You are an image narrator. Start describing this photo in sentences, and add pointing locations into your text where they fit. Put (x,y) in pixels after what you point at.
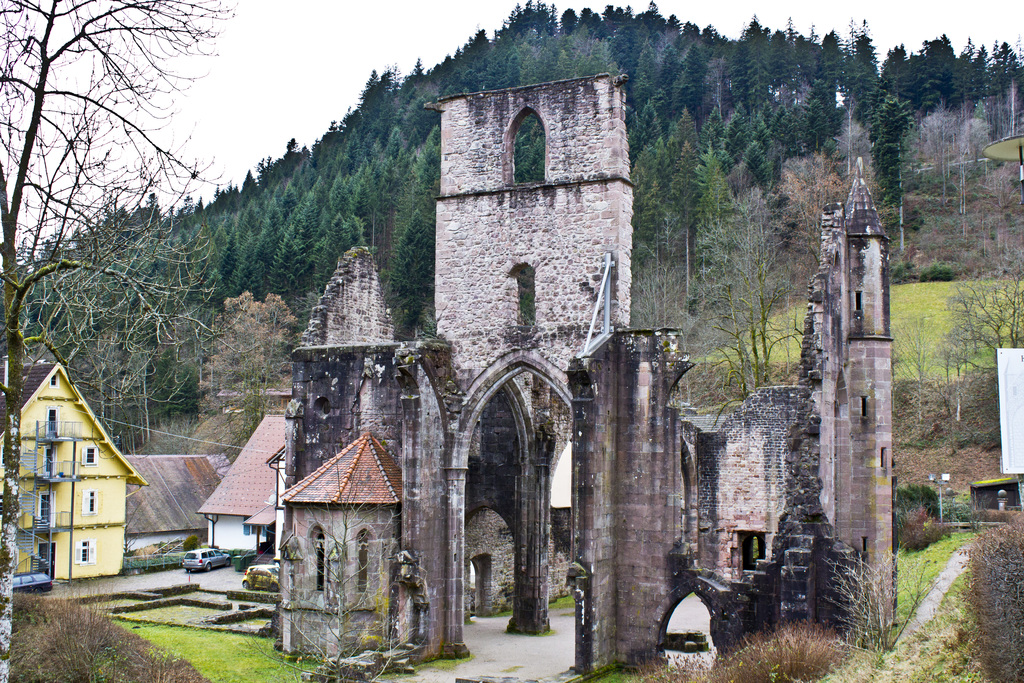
In this picture I see number of buildings (489,423), plants (1002,580) and a tree (7,624) in front (67,638). In the background (133,294) I see number of trees (527,164), grass (947,289) and I see the sky (353,106). On the left side of this image (202,554) I see 3 cars (191,562).
